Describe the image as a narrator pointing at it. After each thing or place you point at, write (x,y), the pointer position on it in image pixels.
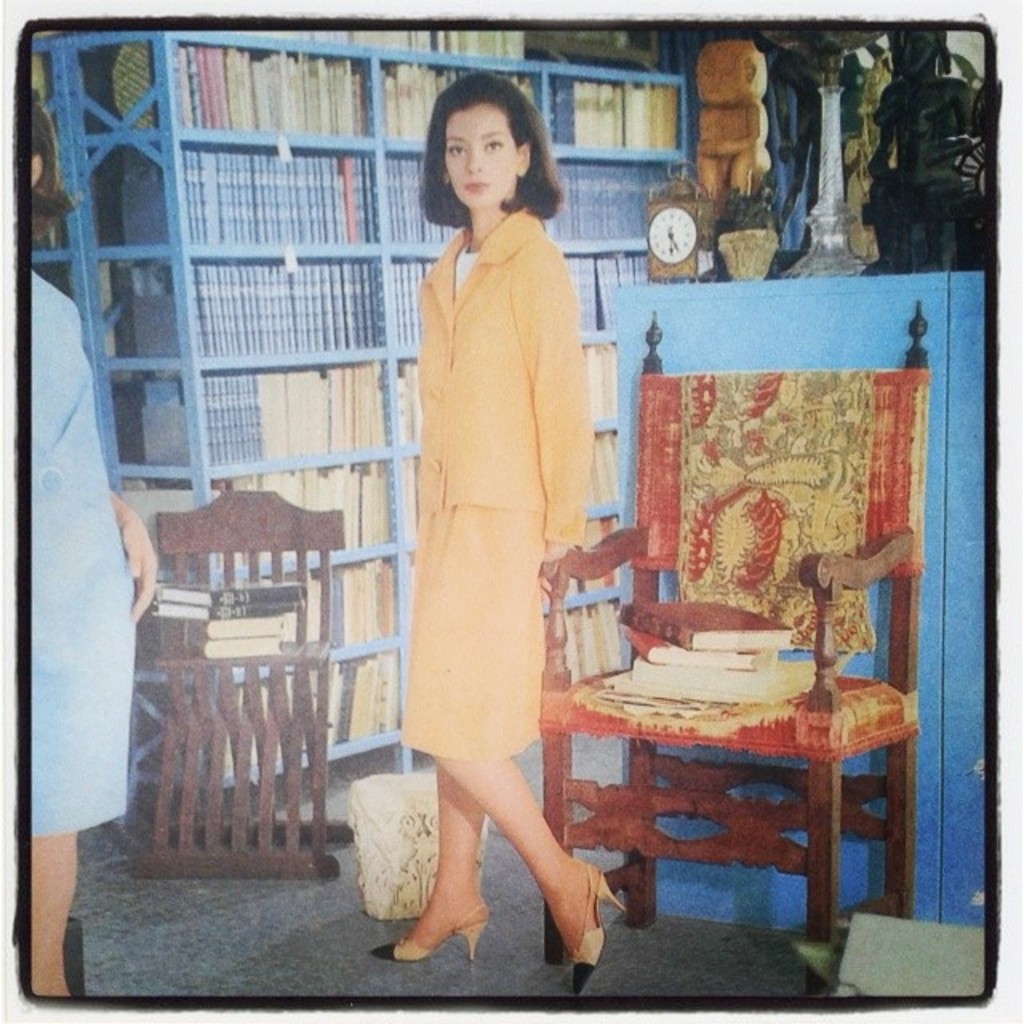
In this image, I can see the woman (464,569) standing. I can see the books (242,628), which are placed on the chairs (828,476). On the left side of the image (105,589), I can see another person (76,563) standing. I can see few objects (768,256), which are placed on a table (870,298). These are the books (317,90), which are kept in the book shelves (408,642).
